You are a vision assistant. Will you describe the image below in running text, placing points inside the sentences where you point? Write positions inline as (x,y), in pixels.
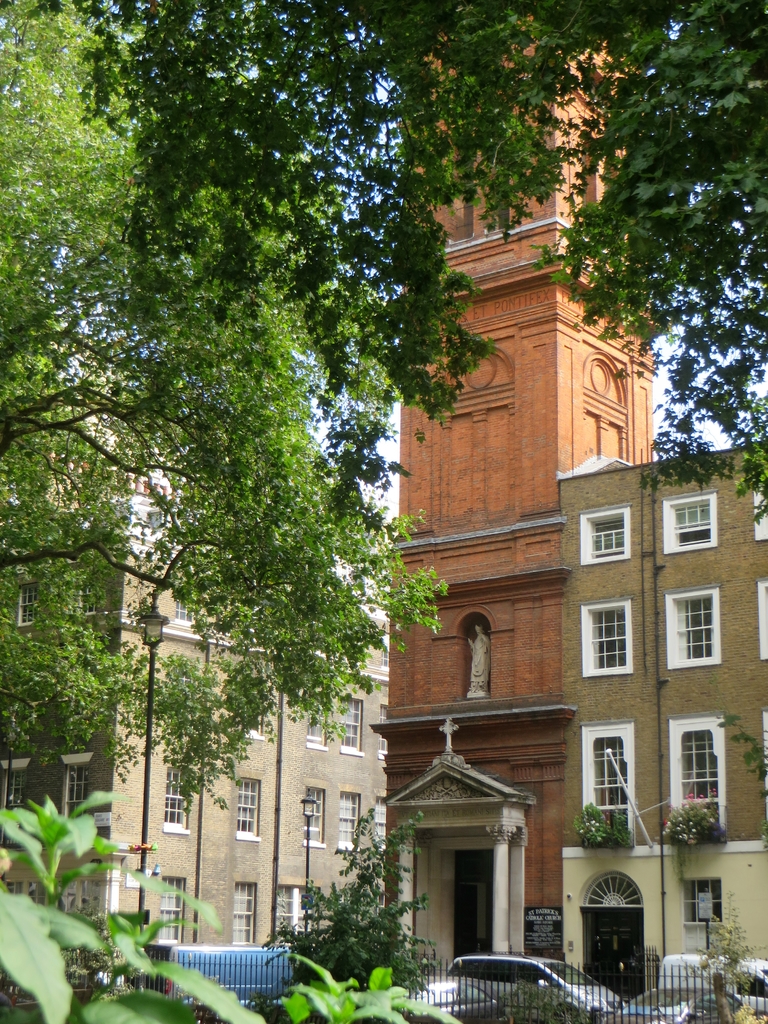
Here we can see cars (449,986), fence (515,1016), plants (515,1016), poles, trees (697,459), and buildings (449,652). In the background (383,191) we can see sky (762,367).
